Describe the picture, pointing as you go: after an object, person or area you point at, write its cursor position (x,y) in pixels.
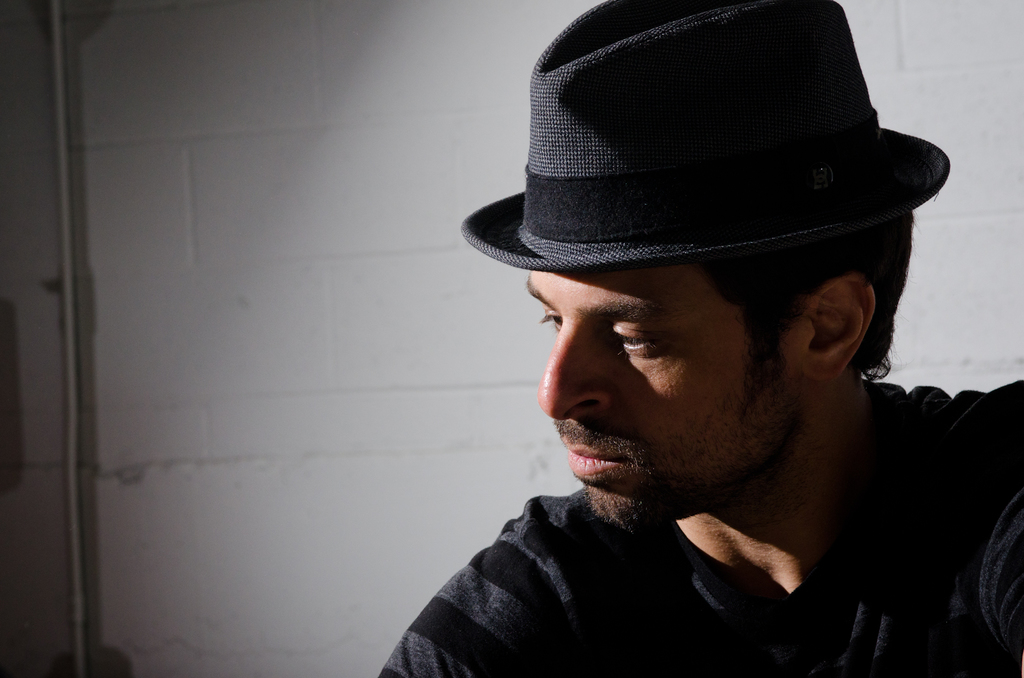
In this picture we can see a man (765,317) wearing a cap (723,214) on the right side (942,597). There is a rod (74,435) and a wall (156,316) in the background (173,244).
